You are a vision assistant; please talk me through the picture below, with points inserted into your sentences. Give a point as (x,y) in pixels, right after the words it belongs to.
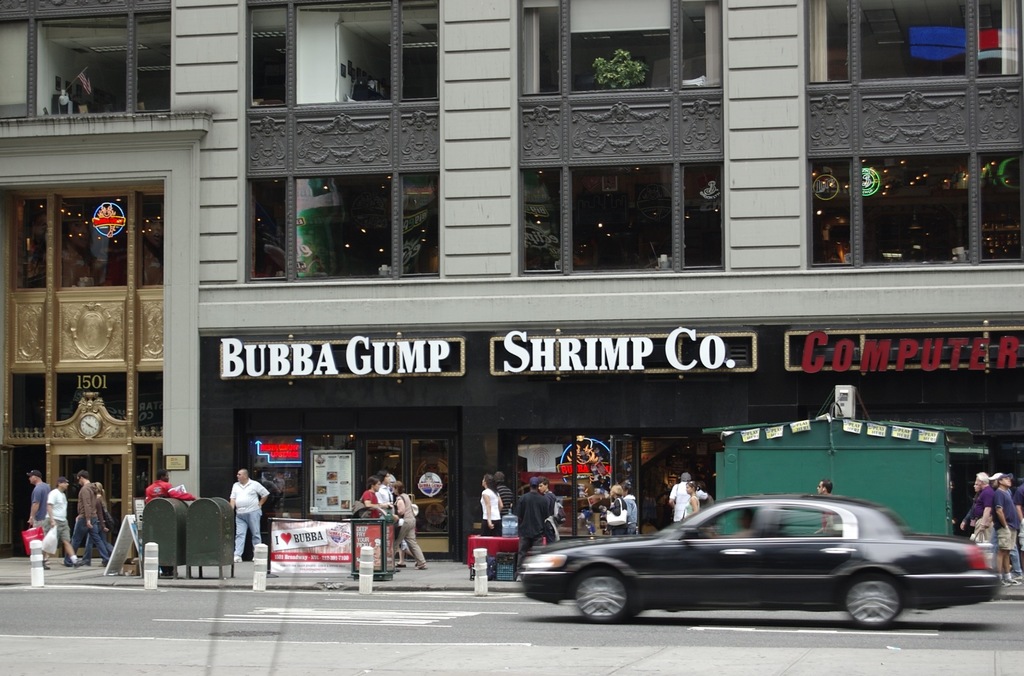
In this image I can see the car (738,501) in black color and I can see few people (1015,512), some are standing and some are walking, few stores (271,488), glass doors (438,497) and I can also see the building (563,166) in gray color and few boards (977,360) attached to the building (180,323).
